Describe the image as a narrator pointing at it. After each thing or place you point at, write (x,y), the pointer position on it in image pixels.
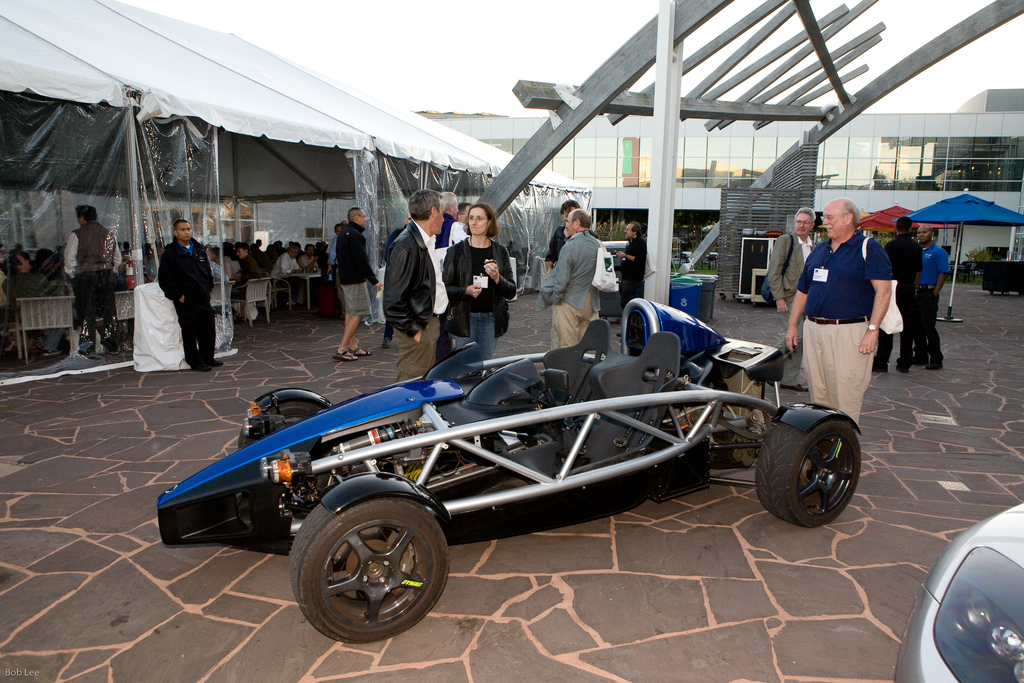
This is a vehicle (591,448) and there are few persons (785,343). Here we can see a tent (215,74), bins (672,301), plants (965,253), an umbrella (889,224), and few persons (270,261) are sitting on the chairs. In the background (679,168) we can see a building (857,172) and sky (497,77).
